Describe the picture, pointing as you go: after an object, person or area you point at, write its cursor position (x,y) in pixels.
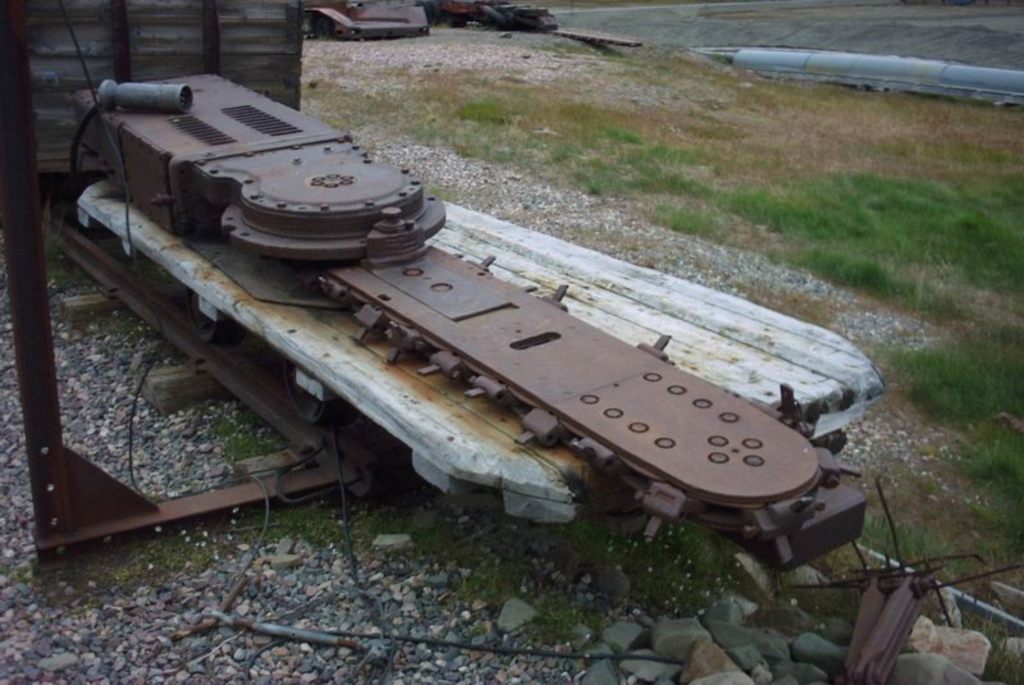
In the image in the center (508,251) there is a wood (539,460), wooden box (153,30), metal tools (227,83), grass (525,155), stones (594,230) etc. In the background (969,77) we can see tools (318,27) and few other objects (600,37).
